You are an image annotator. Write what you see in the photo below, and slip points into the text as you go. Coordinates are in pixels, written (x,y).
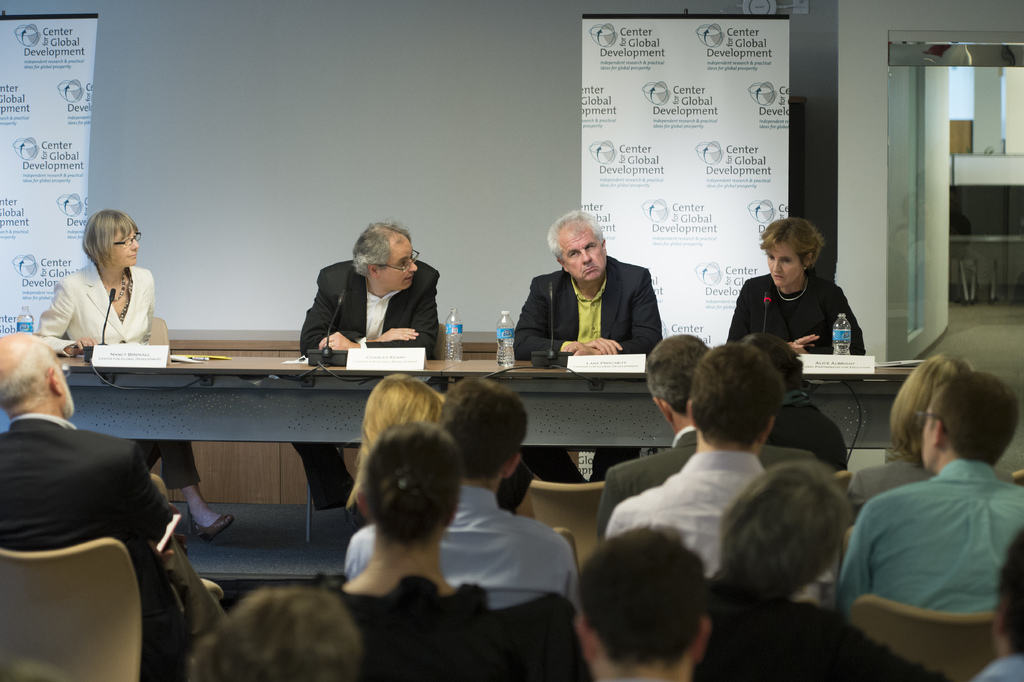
In this picture there are four people (591,328) sitting on the Dais (211,363) with the microphones (107,320) in front of them that water bottle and they have some audience (757,538) and in the background (688,88) is a banner (699,109).
